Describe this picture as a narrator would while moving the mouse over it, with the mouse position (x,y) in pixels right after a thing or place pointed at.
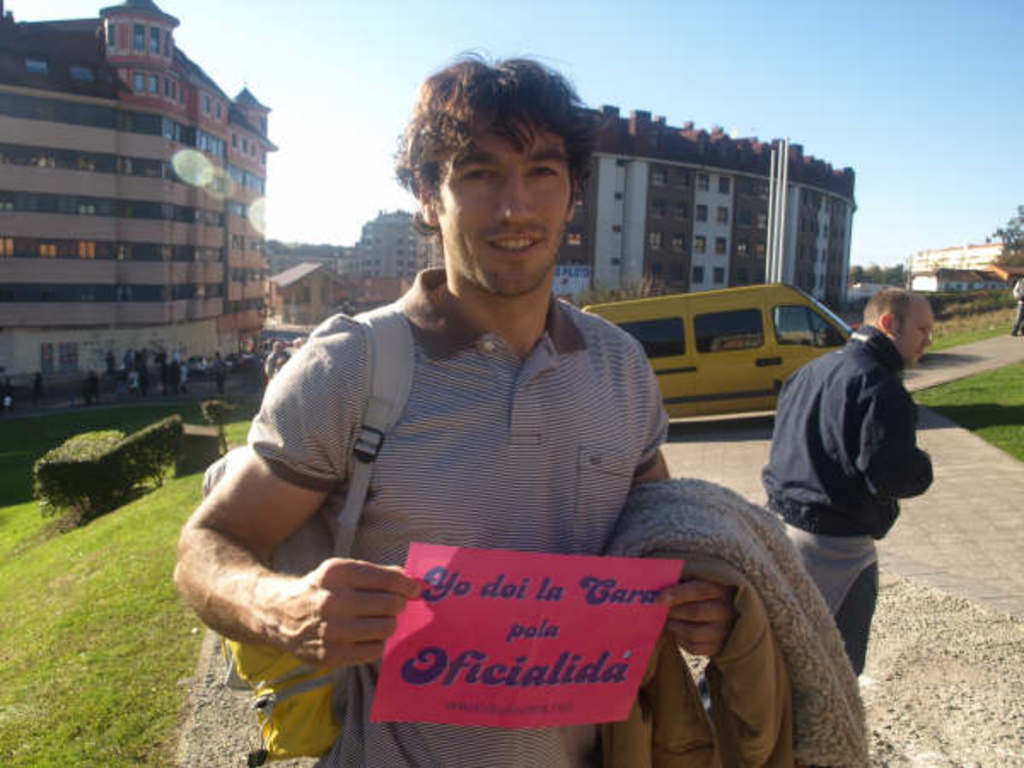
In this image in the foreground (618,548) there are two persons (592,533) one person (343,652) is holding one paper (478,654) and he is wearing a bag (356,465). In the background (158,378) there are a group of people (136,380) one truck (716,350), at the bottom (106,534) there is grass (180,634) walkway (926,591) and some plants (119,469). In the background (665,191) there are some buildings (705,183) and houses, at the top of the image (430,66) there is sky (407,68).
